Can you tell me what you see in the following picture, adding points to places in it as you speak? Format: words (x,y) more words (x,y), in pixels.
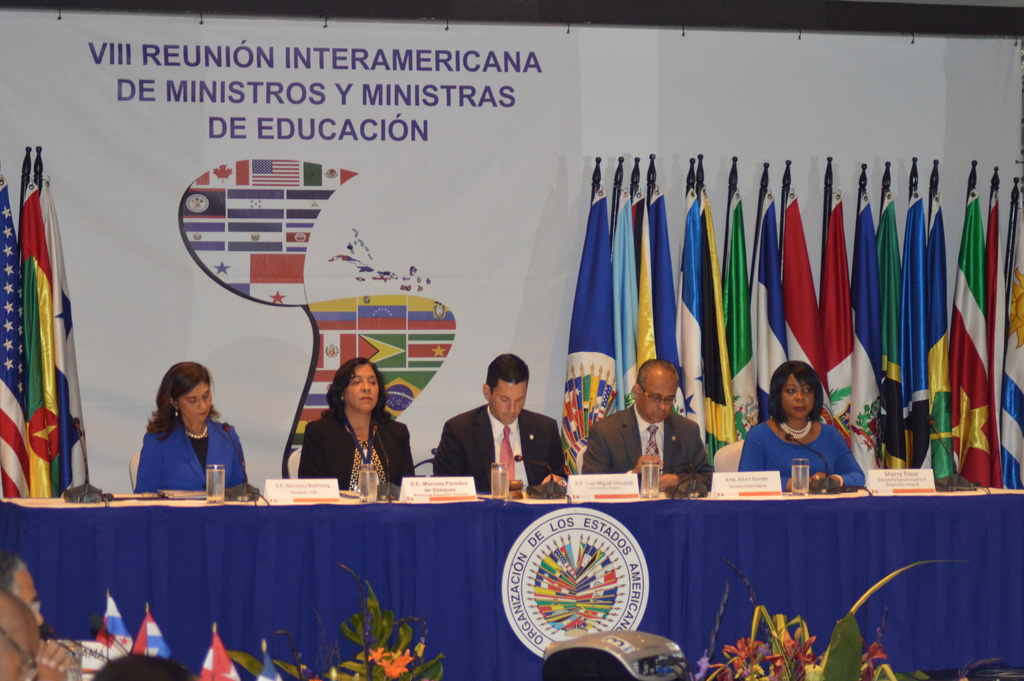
In this image I can see a group of people (509,401) sitting on chairs (730,467) and wearing different color dresses (474,446). Back I can see few colorful flags (848,410) and white banner (499,140). I can see few boards (755,479), mics (953,479) and few objects (794,488) on the table (781,496).
